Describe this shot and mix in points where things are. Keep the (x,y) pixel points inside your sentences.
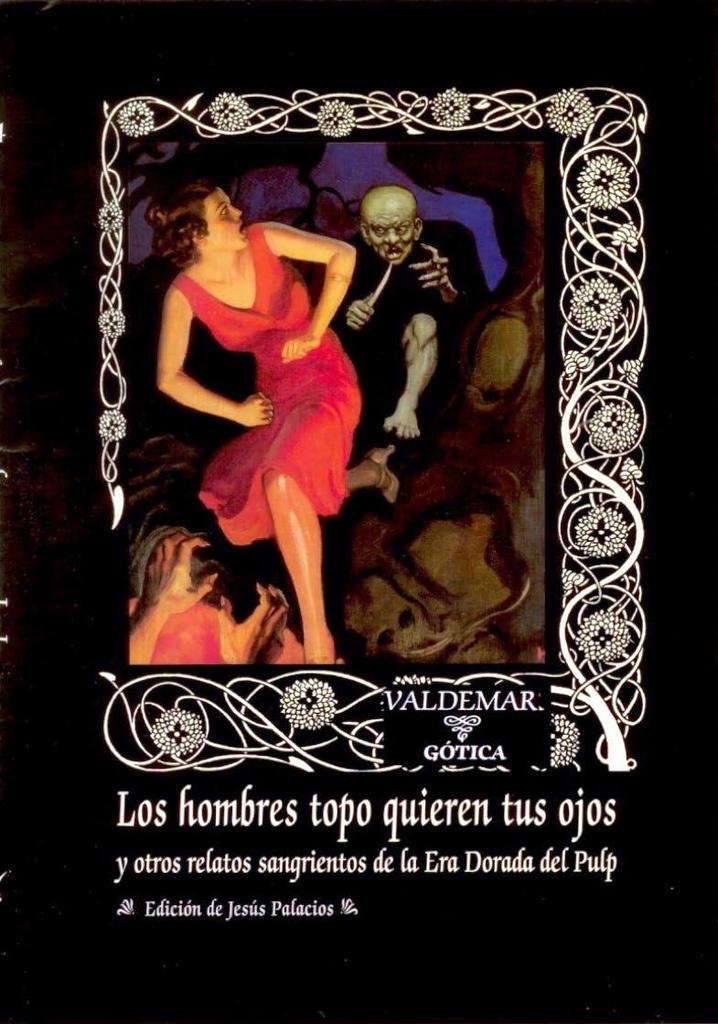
In this image we can see a poster (394,672). There are few people (301,580) and a design (618,743) on the poster (358,795). There is some text (292,910) written on the poster (509,832).
